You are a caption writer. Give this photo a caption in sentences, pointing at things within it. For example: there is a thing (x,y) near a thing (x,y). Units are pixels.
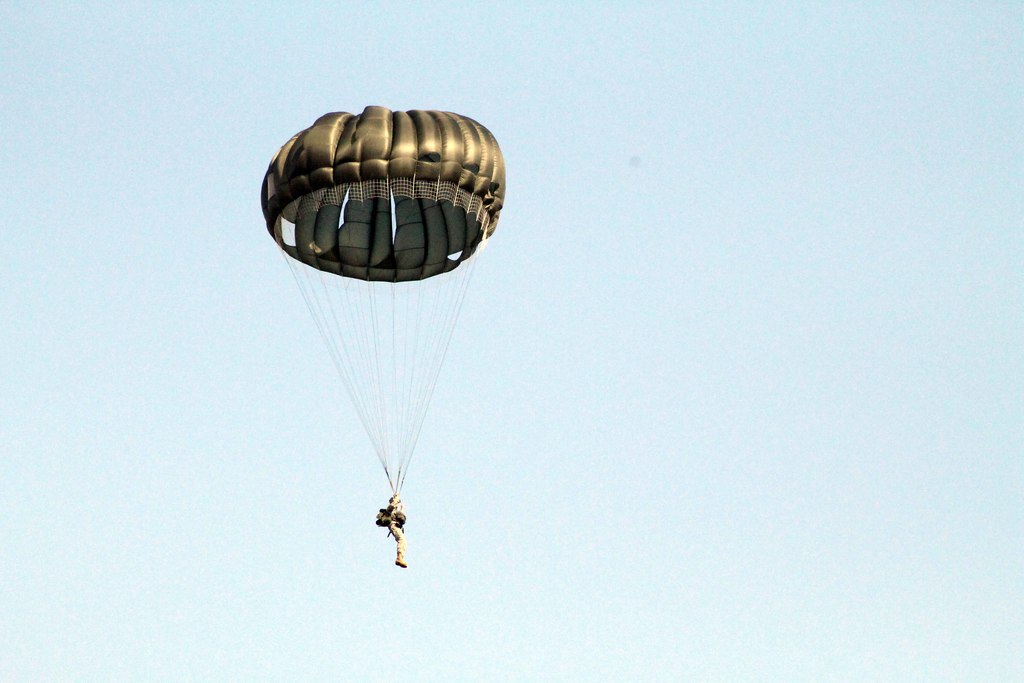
In this picture we can see a parachute (391,125) flying in the air (324,376) and in the background (413,418) we can see the sky (68,217).
